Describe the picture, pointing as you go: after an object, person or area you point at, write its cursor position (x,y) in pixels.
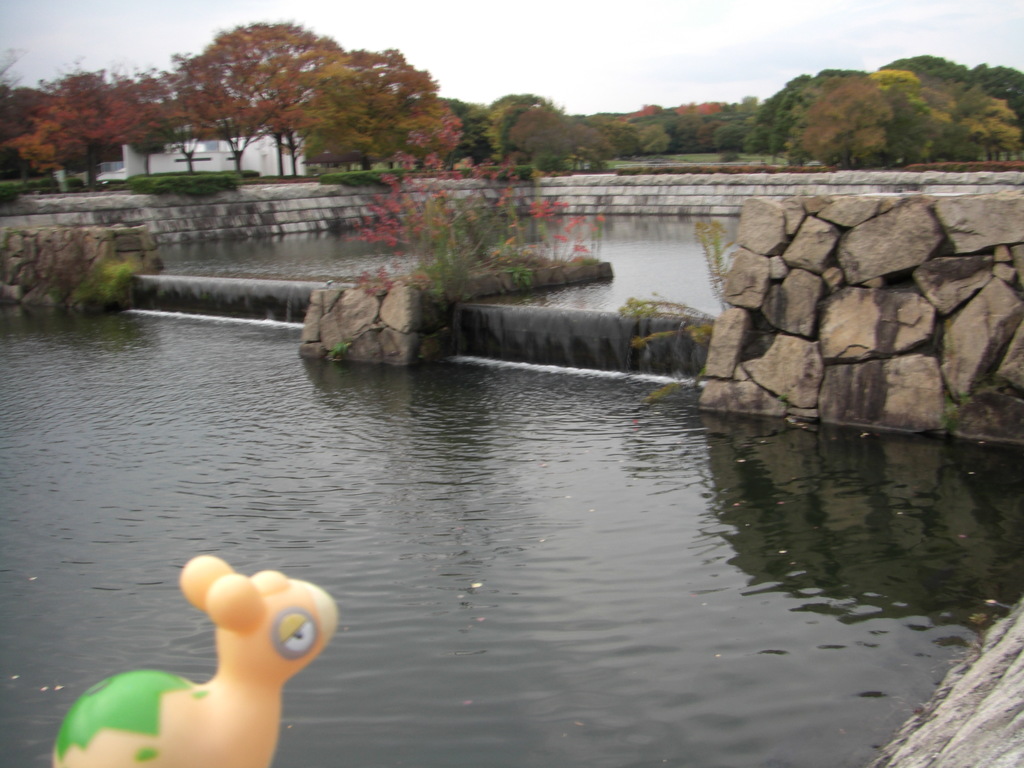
In this image there is a pond (745,572), in the background (487,144) there are trees (487,144) and the sky (503,38), in the bottom left (159,721) there is a toy (186,731).
